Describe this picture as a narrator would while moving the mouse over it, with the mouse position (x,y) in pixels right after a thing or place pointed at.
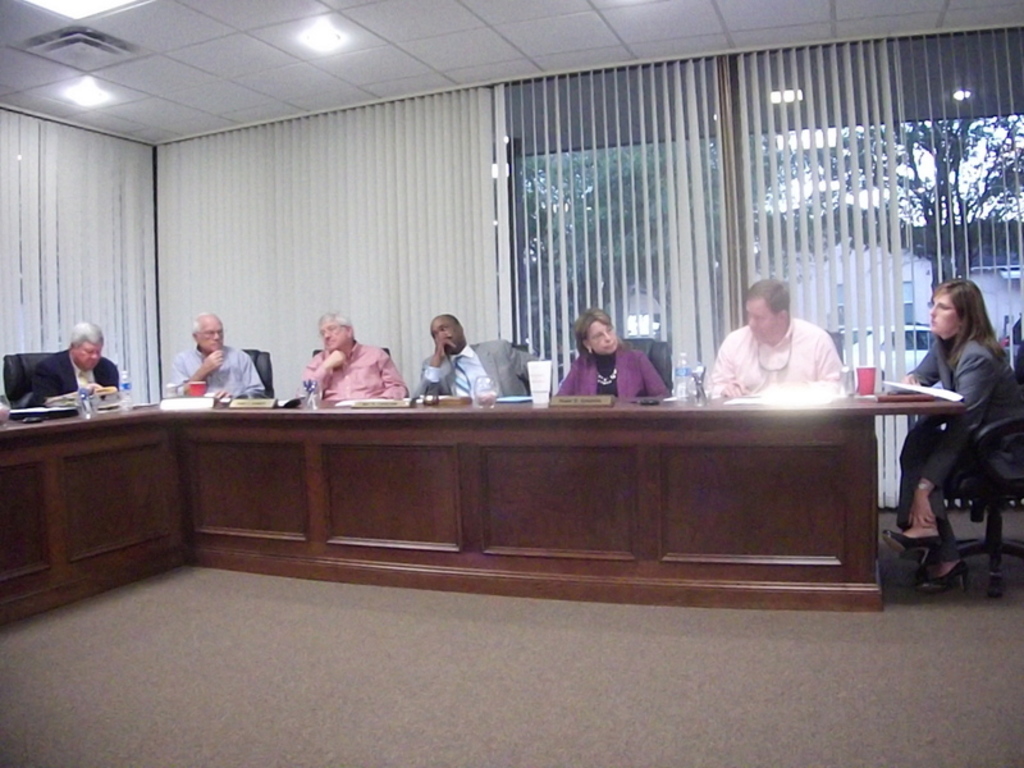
In this picture I can see few people (517,372) sitting in the chairs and I can see bottles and few glasses (859,383) on the tables (814,414). I can see blinds (412,183) to the windows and from the glass window (769,248) I can see trees (528,282), buildings (829,284) and cars (910,347). I can see few lights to the ceiling (370,82).
